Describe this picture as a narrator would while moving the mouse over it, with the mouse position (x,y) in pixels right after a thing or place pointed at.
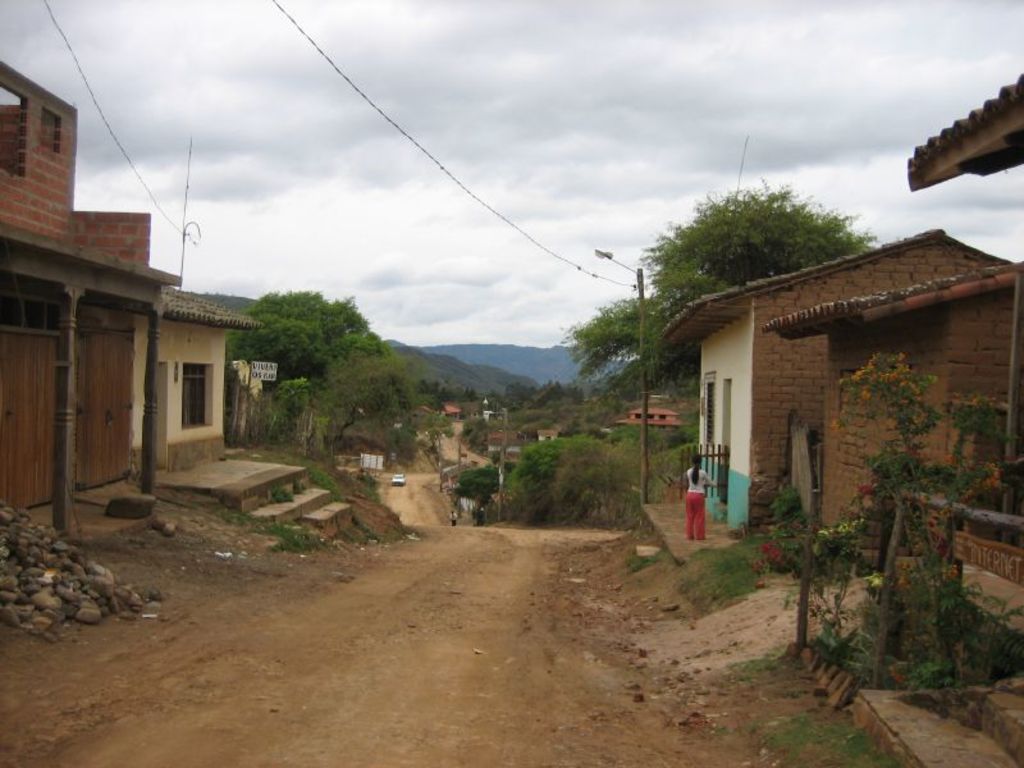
In this picture we can see houses (29,407) on the right side (752,343) and left side (41,410), we can see a person (700,504) standing in front of this house (760,398), on the right side (914,618) there are some plants (903,612), a pole (639,294) and a light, in the background (622,413) we can see some trees (393,379), there is a car (395,483) traveling in the middle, on the left side (52,588) there are some stones (39,582), we can see the sky (417,96) at the top of the picture (445,39).
